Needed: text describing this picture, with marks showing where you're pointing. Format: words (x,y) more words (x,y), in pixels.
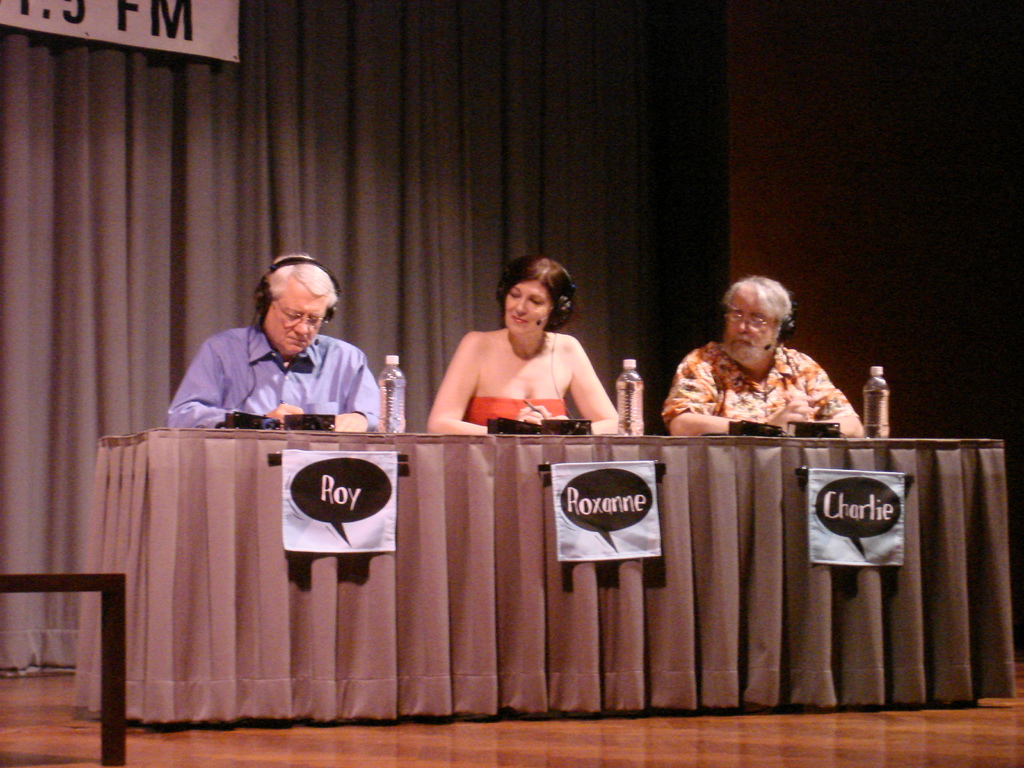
In this image I can see there are three persons (592,375) visible in front of the table (414,470), on the table (418,456) I can see a gray color cloth (511,599), on the cloth (165,438) I can see three bottles (403,403) at the top (290,150) I can see a gray color curtain (399,142).
